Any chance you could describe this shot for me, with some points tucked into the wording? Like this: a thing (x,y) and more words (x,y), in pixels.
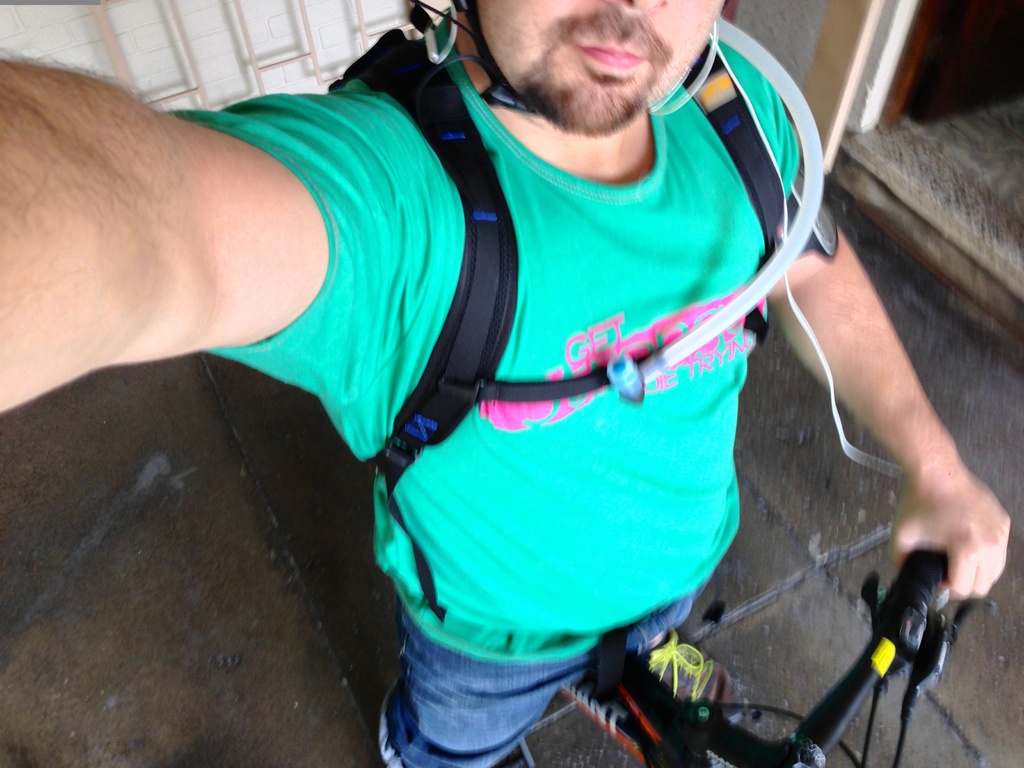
In the center of this picture (603,320) we can see a man (706,239) wearing green color t-shirt (516,312), backpack (498,295), holding a bicycle (921,596) and standing on the floor (735,618). In the background (312,13) we can see the wall (278,30).
